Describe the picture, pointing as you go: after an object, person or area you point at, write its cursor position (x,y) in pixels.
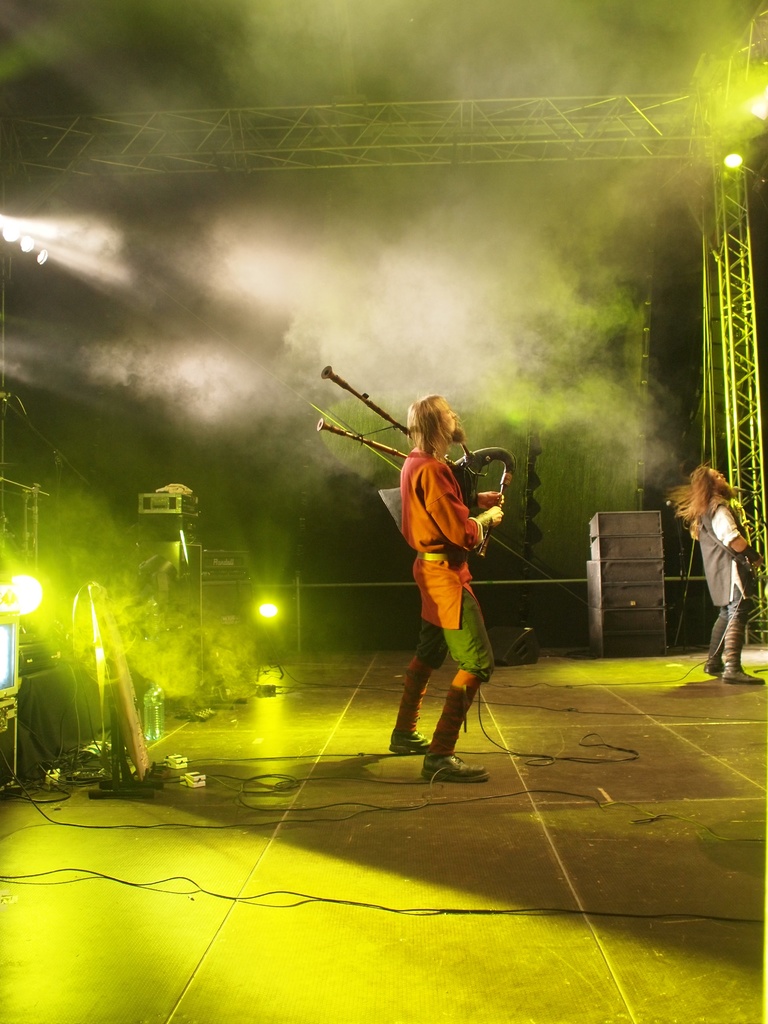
This is a stage (448,819). Here I can see two persons (451,583) standing on the stage (389,850) facing towards the right side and playing some musical instruments (489,528) and also there are few cables (203,891). On the left side (234,589) there are few objects (98,592) and lights (38,593) in the dark. In the background (292,132) there is a metal stand (623,141) and also I can see the fume (402,223).
